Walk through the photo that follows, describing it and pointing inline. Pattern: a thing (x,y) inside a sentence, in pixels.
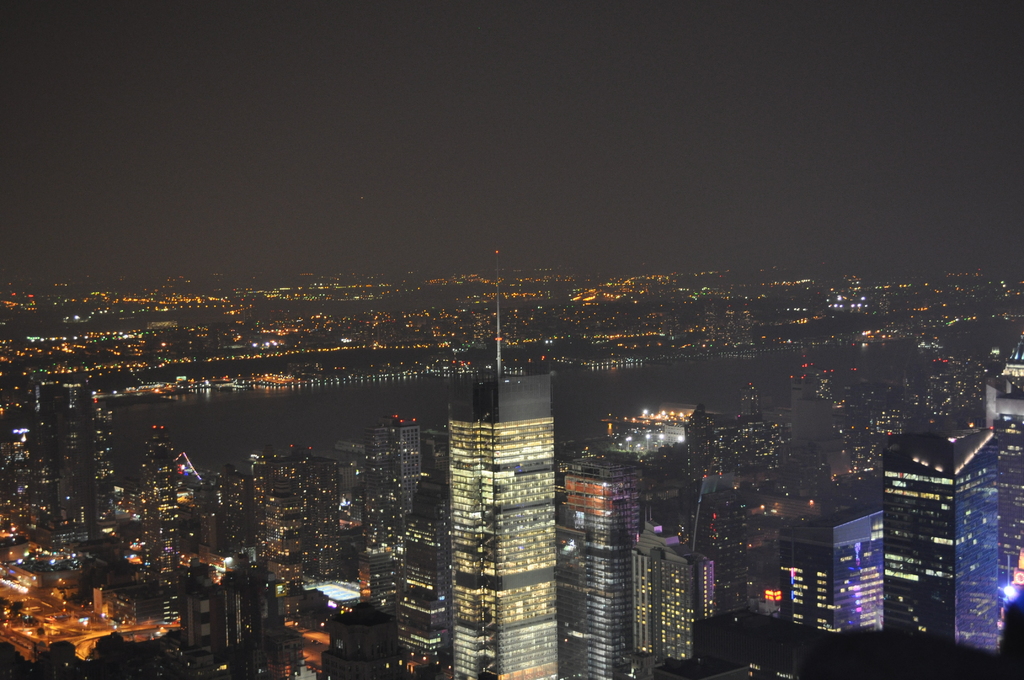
In this image I can see number of buildings (471,539), few lights (541,521) and the water (439,429). In the background (581,200) I can see the dark sky (386,158).
